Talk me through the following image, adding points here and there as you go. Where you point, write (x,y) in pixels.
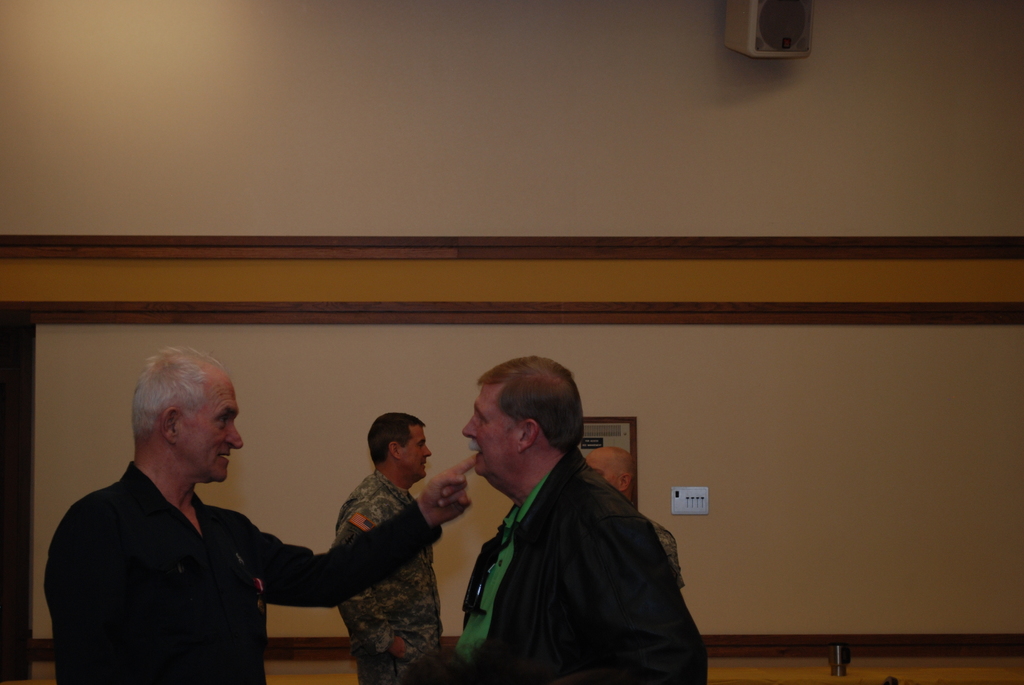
In this picture we can see four men (299,550), speaker (741,51), frame (630,420) on the wall (556,354) and some objects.
